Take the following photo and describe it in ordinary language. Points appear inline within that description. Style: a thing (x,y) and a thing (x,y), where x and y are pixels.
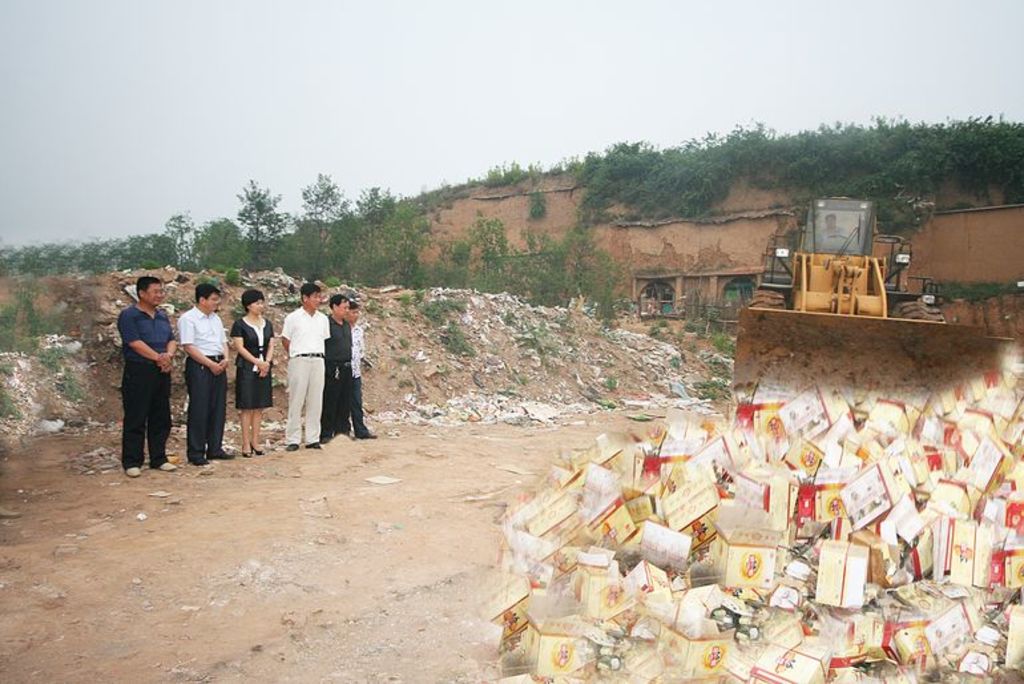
In this picture we can see a few boxes (766,640). There are a few people (345,390) standing on the ground (299,480). We can see a person (825,233) sitting in a vehicle (887,272). There are plants (752,169), other objects (454,316) and the sky (748,51).
